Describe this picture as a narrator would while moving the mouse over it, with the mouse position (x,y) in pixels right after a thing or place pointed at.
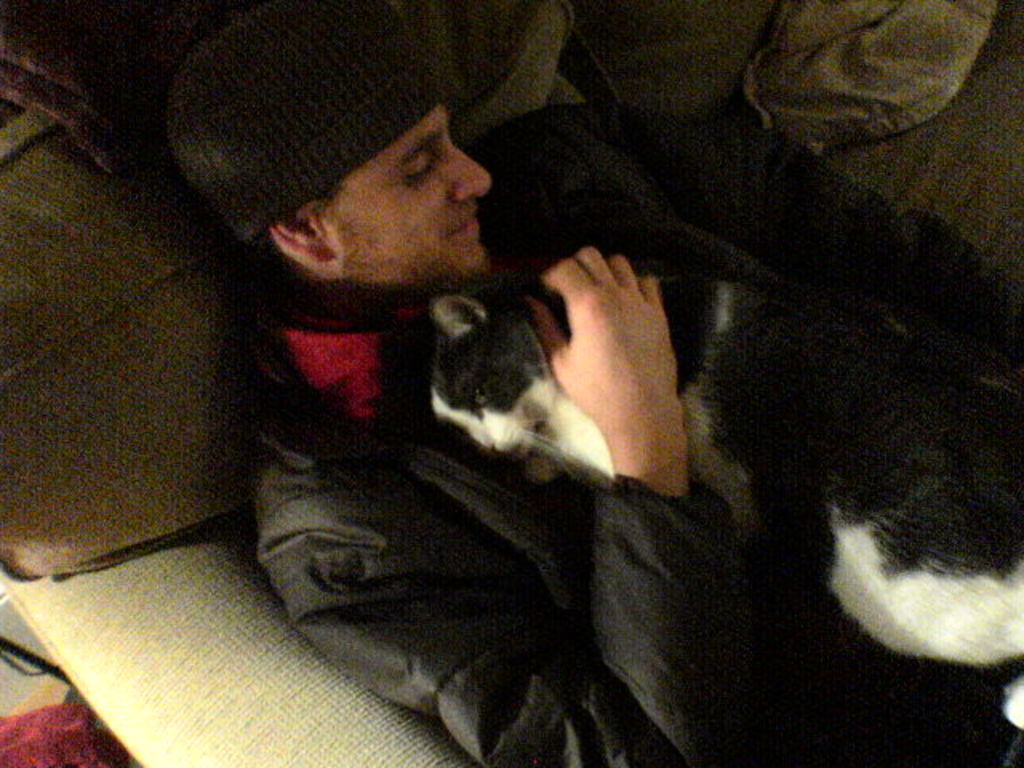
in this image i can see a person (397,504) holding a black and white cat (813,441). the person (435,621) is wearing black jacket (433,576) and a cap (254,184).
